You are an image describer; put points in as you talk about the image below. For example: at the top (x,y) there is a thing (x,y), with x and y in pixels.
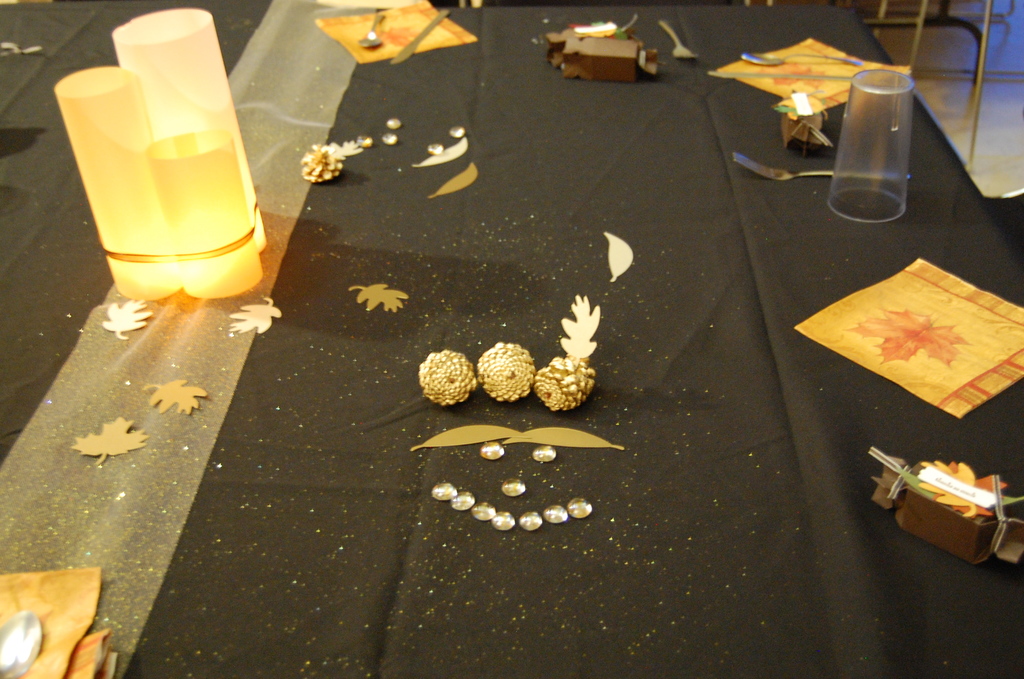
In this image, we can see lights (231,93), spoons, a glass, papers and some decor items (487,443) are on the table (574,274). In the background (938,29), there are stands (975,62) and there is a floor (996,145).
